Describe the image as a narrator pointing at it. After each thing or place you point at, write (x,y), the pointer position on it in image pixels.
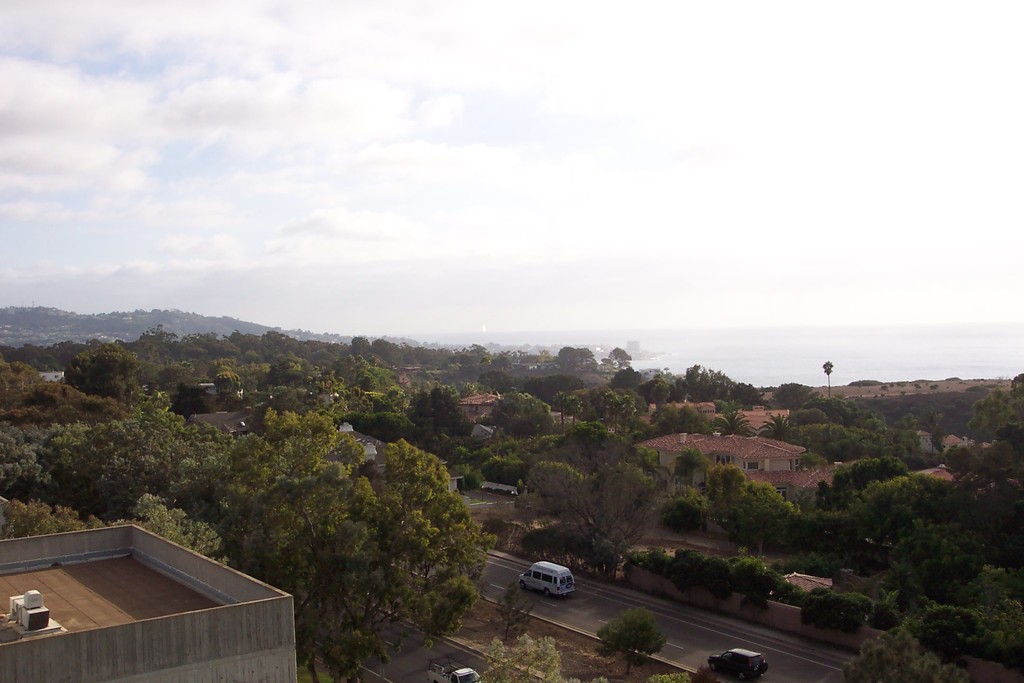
In this picture there is a building (196,622) in the left corner (189,642) and there is a road (710,642) which has few vehicles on it and there are few buildings (657,443) and trees (460,389) in the background (511,359).
